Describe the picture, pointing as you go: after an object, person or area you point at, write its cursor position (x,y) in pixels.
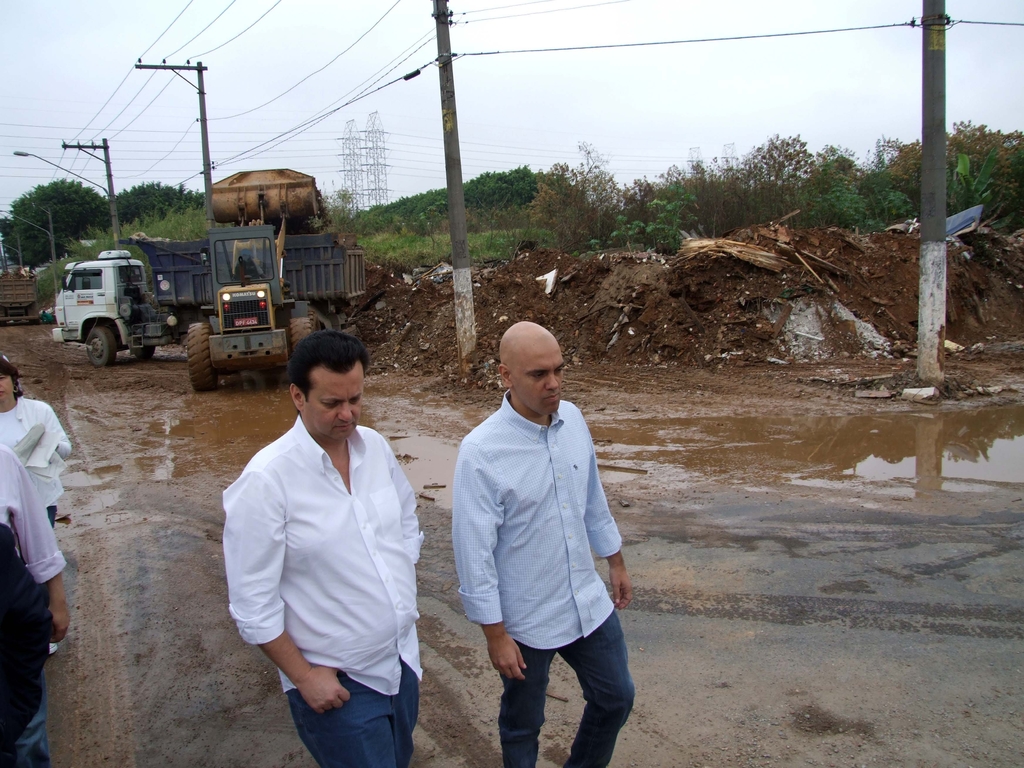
In this image, we can see persons (463,545) wearing clothes (342,505). There are vehicles (281,343) on the left side of the image (201,375). There are poles (932,217) in front of trees (145,201) and plants (863,212). There is a sky (607,80) at the top of the image (587,84).
